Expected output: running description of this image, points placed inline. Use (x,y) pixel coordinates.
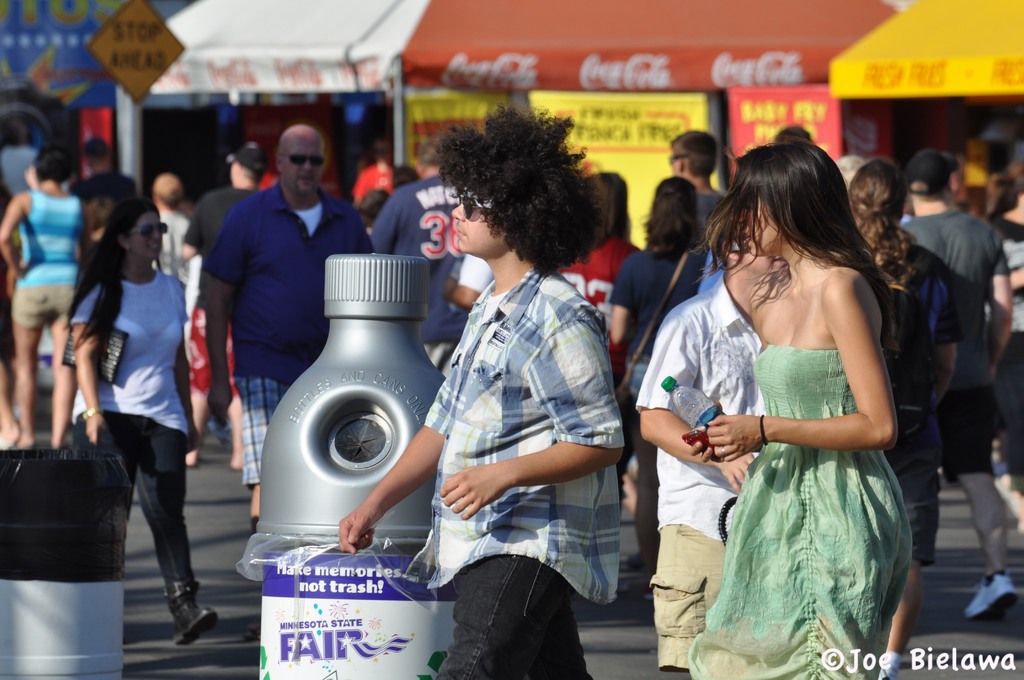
There are many people (279,251) walking in this picture. There is a big bottle (315,520) placed on the road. There are men (538,408) and women (96,277) in this people (253,250). In the background (149,53) there is a board (128,64) and some tents (582,70) here.
